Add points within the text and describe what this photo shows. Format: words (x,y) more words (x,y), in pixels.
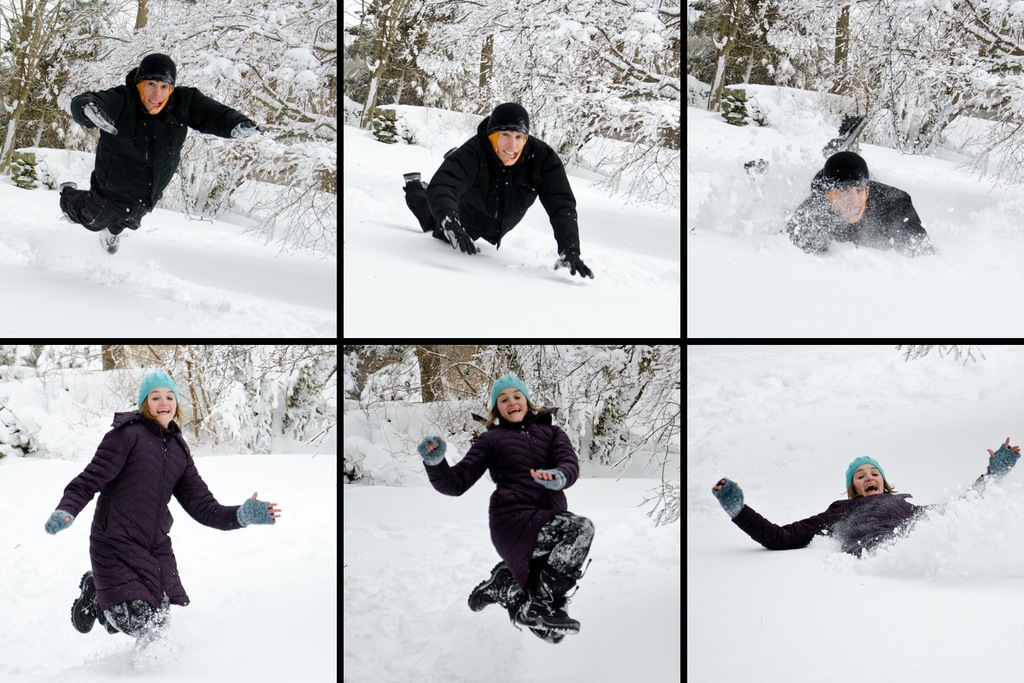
In the image there is a collage photos of a lady (170,431) and a man (146,195) with black jacket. There is snow (93,273) on the ground (447,307). Behind them there are trees (328,207) covered with snow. They are running and falling on the snow (844,296).
